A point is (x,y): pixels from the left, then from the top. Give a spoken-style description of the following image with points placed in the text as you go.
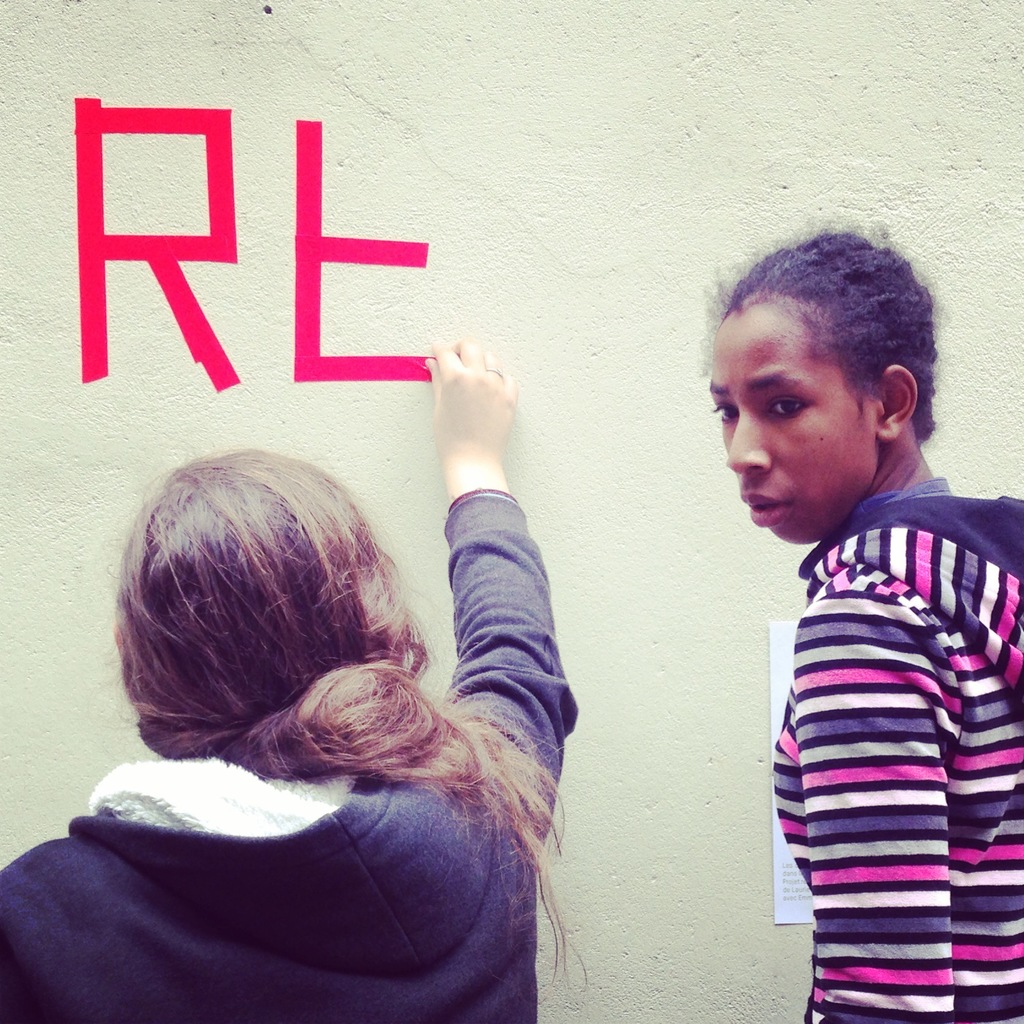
In this image there are two girls (234,702) in the middle (459,670). The girl (469,764) on the left side (311,761) is sticking the plaster (378,375) on the wall (370,347).
